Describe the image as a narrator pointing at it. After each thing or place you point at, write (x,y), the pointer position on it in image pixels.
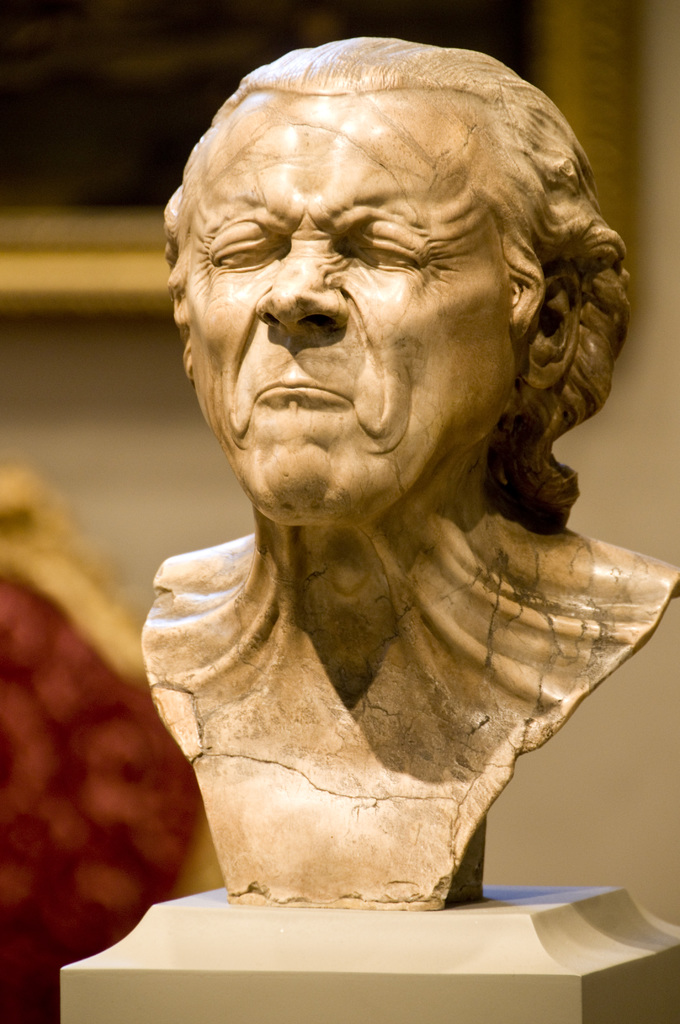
In this image in the center (436,663) there is one sculpture (374,482), and in the background (644,439) there is wall (596,442), and photo frame (136,250) and some object (91,705).
